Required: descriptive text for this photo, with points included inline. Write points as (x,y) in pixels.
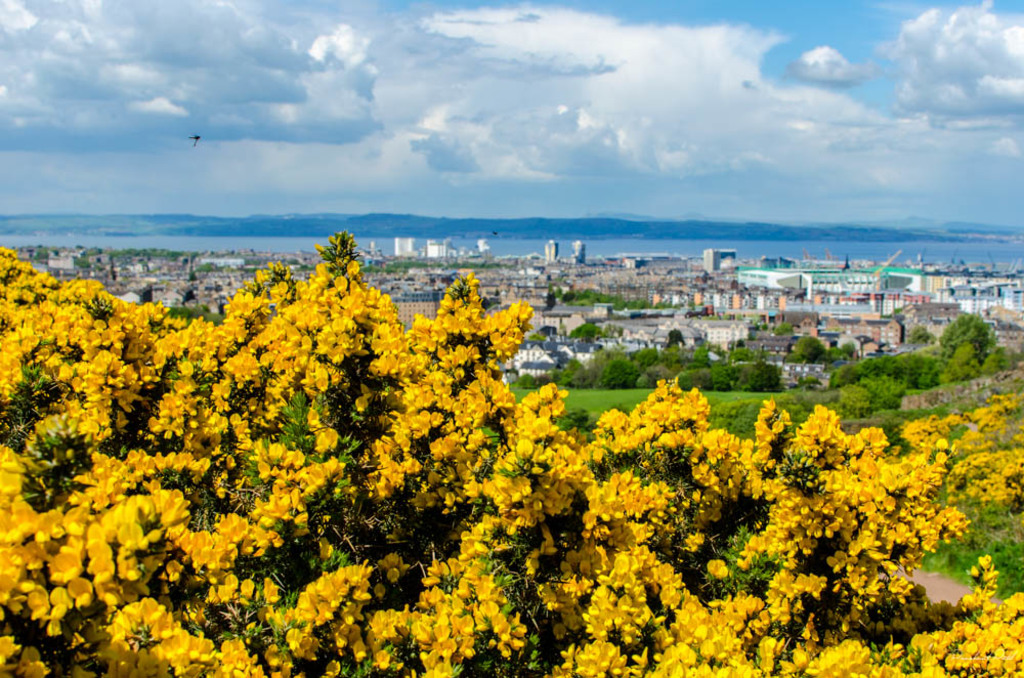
In the image there are beautiful yellow flowers (261,505) to the plants (364,430) and behind the plants (600,455) there are trees (683,378), buildings (860,314) and in the background (266,244) there is a water surface (608,247) and behind the water surface (149,245) there are mountains (214,225).
